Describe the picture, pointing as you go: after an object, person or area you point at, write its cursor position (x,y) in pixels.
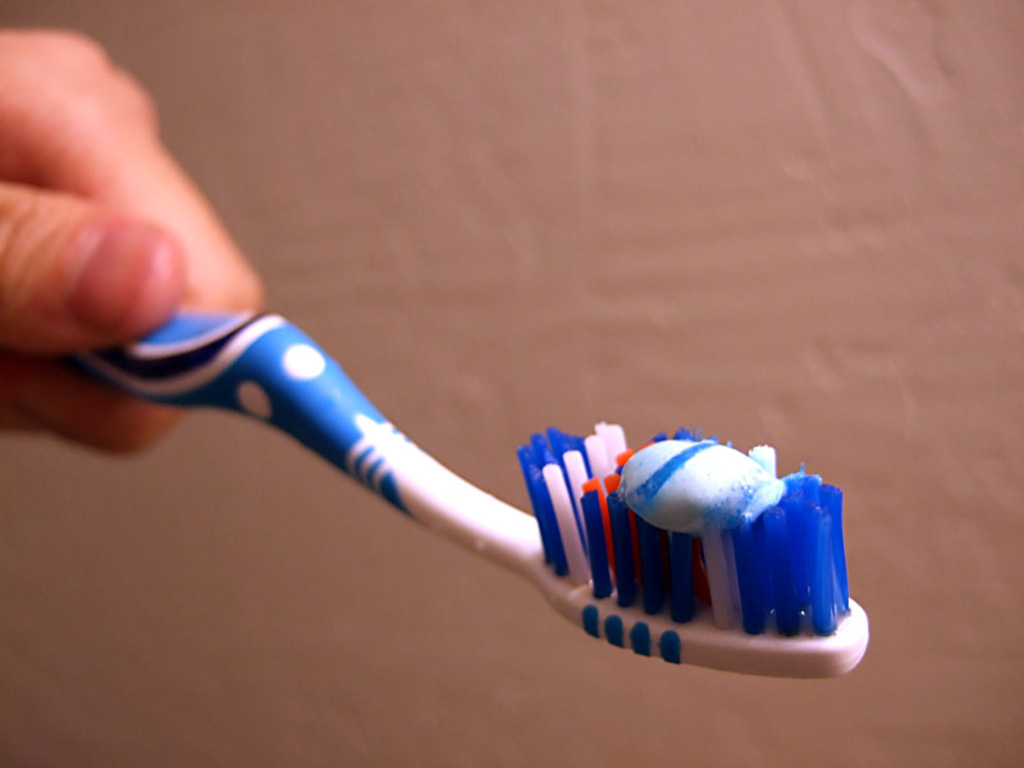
In this image we can see the hand (180,301) of a person (72,279) holding a brush (452,510). Here we can see the toothpaste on the brush (297,329).
